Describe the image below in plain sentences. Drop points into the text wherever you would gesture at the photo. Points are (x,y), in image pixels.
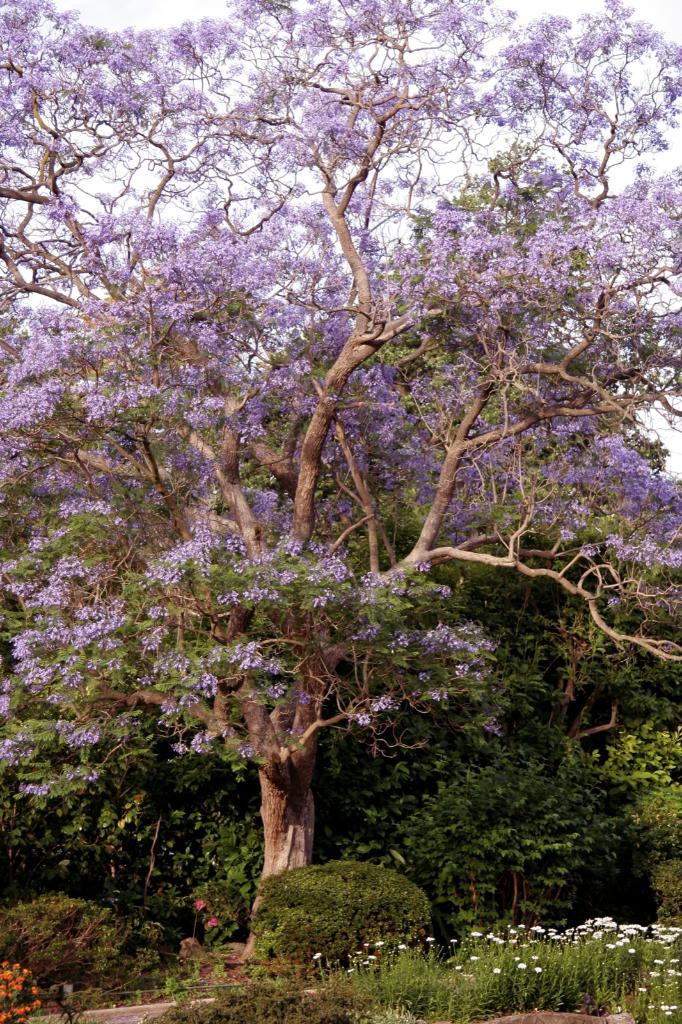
In the image we can see some trees (658,708) and plants (181,984) and flowers (606,259). Behind the tree (174,242) there is sky (163,3).
